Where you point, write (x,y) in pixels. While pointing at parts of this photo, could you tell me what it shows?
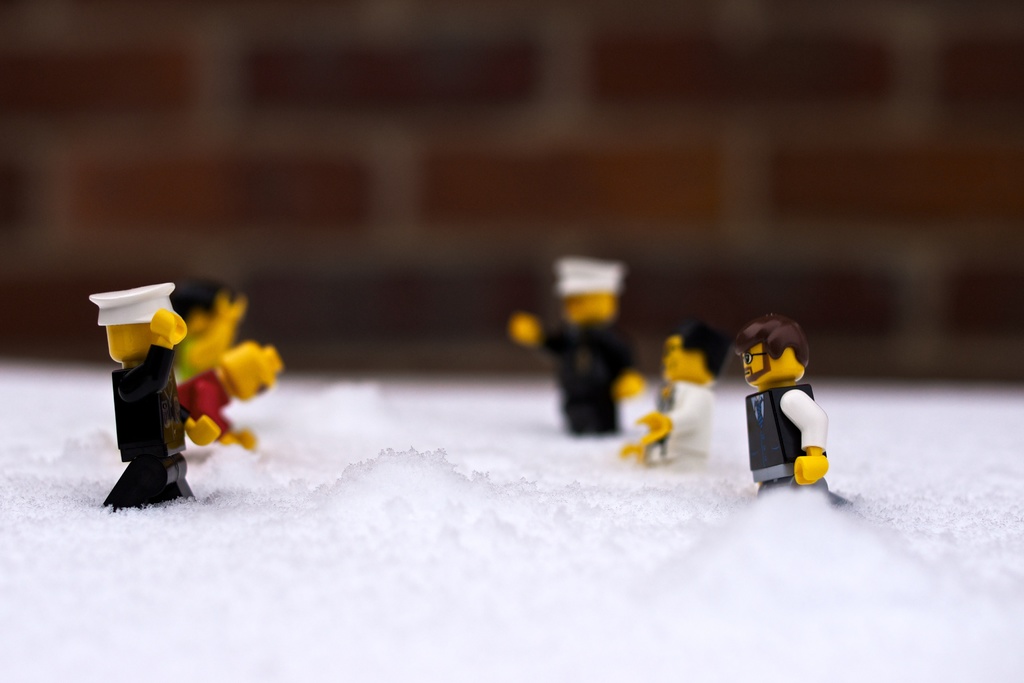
In this picture there are toys (768,338) on the right (778,341) and left side of the image (199,417) in the snow (589,496).
